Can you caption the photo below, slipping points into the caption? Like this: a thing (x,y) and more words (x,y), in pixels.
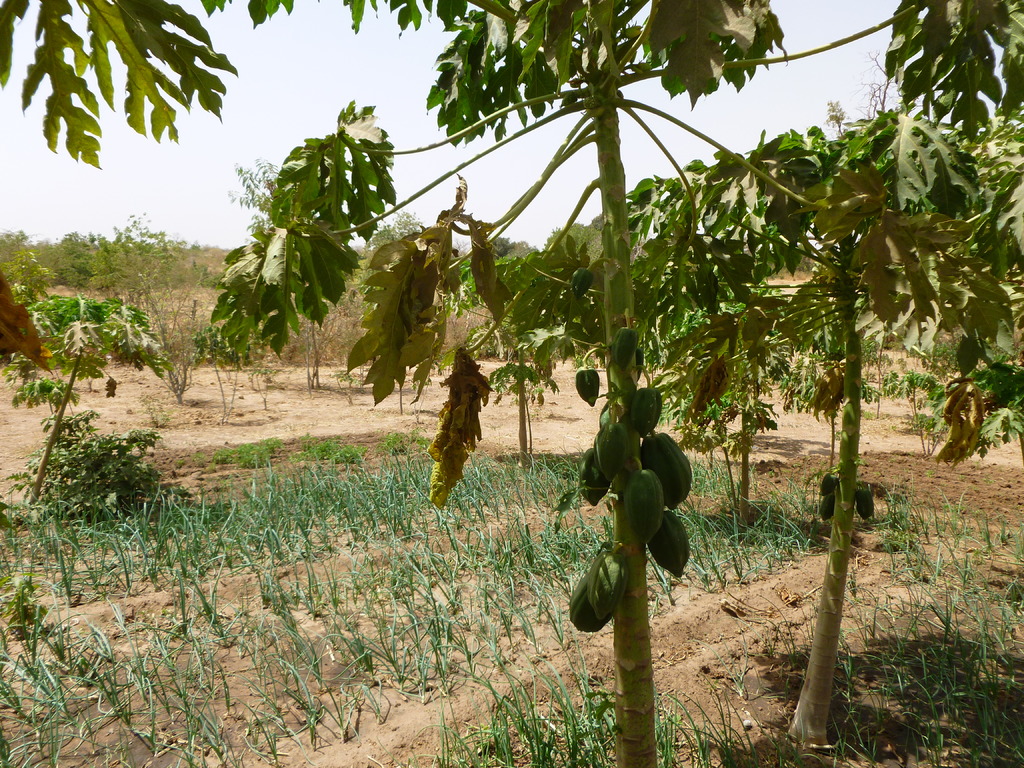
In this image we can see some plants (184,539), papayas (631,523) and trees (186,360), in the background (482,146) we can see the sky (204,188).
